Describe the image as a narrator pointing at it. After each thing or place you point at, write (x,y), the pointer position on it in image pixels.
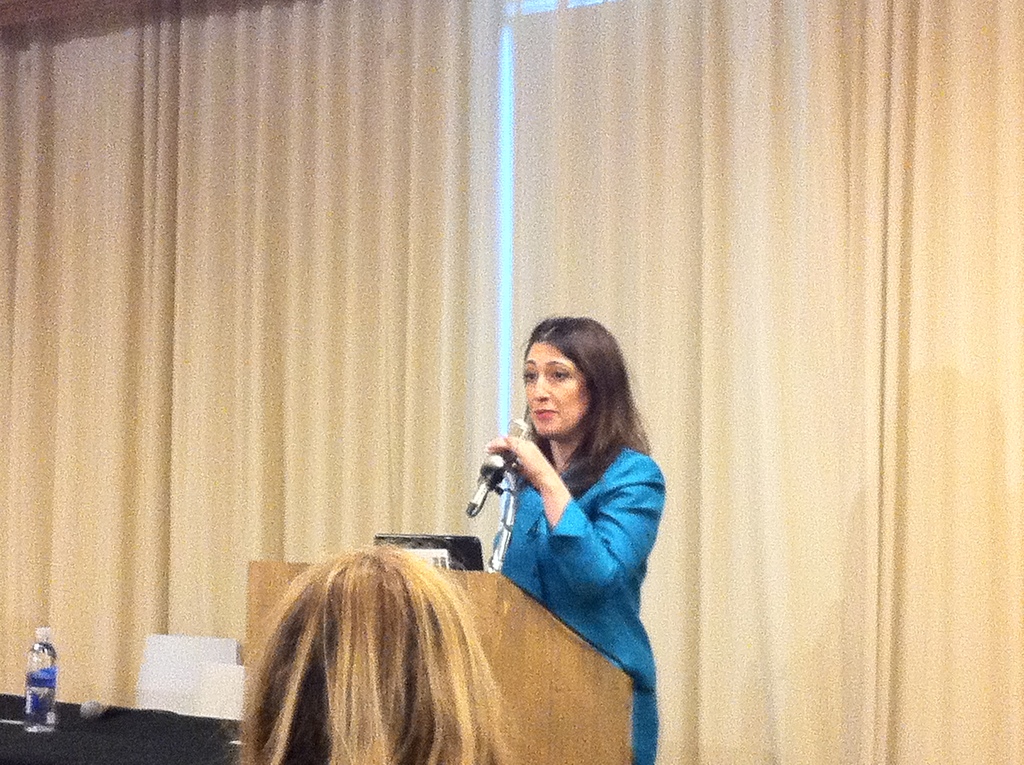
In this image I can see a woman (611,527) is holding mic (496,481) and wearing blue color dress (642,517). She is standing in front of podium (570,667). We can see laptop (444,547) on it. I can see water bottle (46,701) and cream color curtain (457,176).
